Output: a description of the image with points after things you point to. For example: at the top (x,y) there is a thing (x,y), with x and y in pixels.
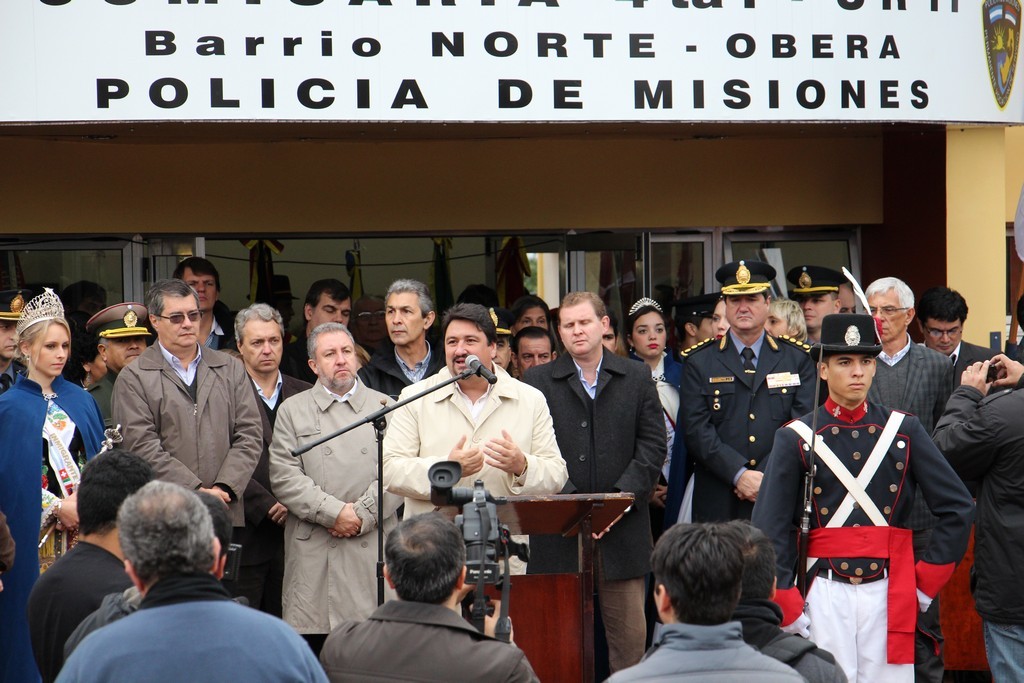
In the foreground (179,337) I can see a group of people (408,456) are standing on the floor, mic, table (565,606) and cameras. In the background (567,196) I can see a wall (992,160), windows (477,273) and a hoarding (480,78). This image is taken may be during a day.
